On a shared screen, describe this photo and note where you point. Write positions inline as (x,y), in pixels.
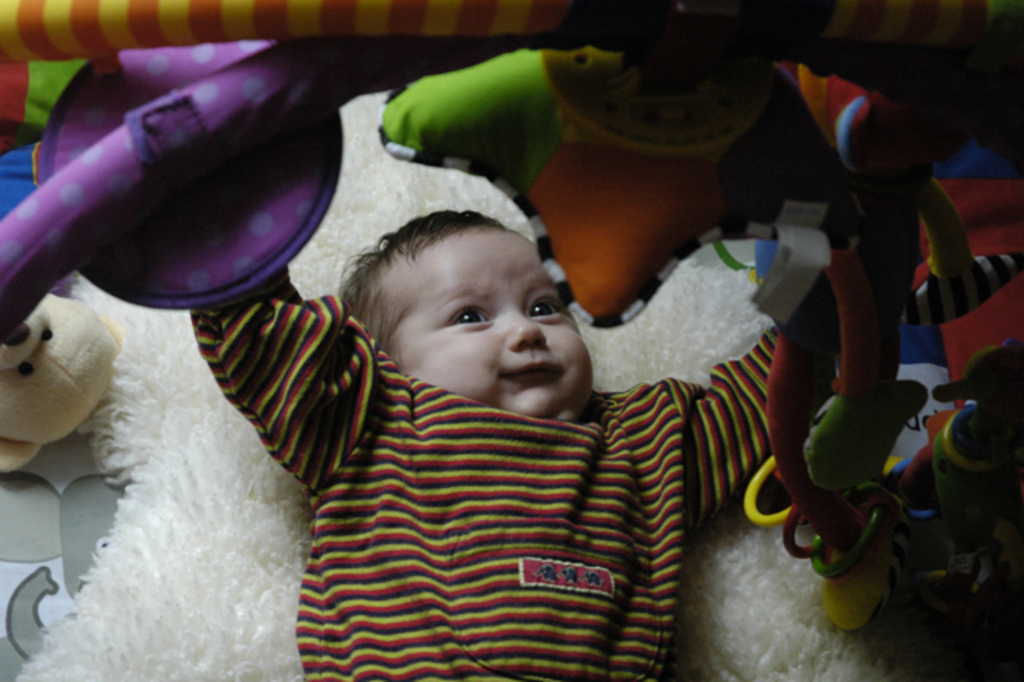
In this image, I can see a baby (436,487) lying on a bed (362,236). At the top of the image (324,139), I can see the toys (532,151) to a rod (561,12). On the left side of the image (72,393), I can see a teddy bear (57,426).
